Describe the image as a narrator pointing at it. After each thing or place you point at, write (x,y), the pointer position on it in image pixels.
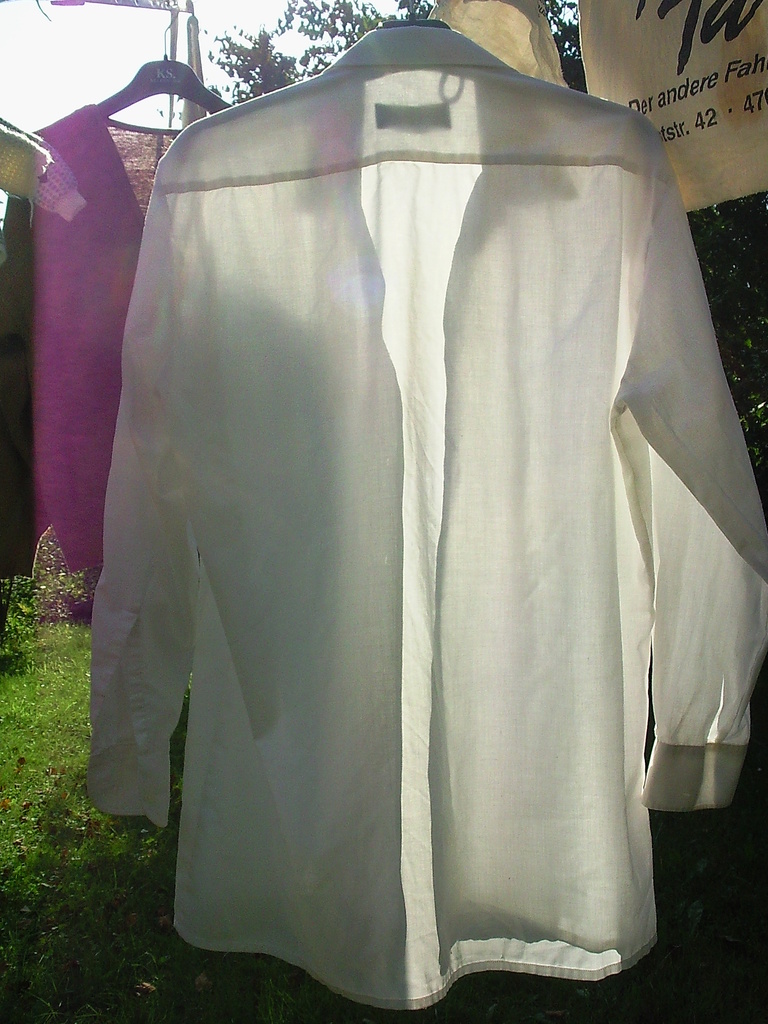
In this picture in the center (338,345) there are clothes (289,313) hanging and there is grass (71,836) on the ground (64,823) in the background (262,83) there are trees (731,213) on the right side (663,37) there is a cloth (685,50) with some text (736,57) written on it
